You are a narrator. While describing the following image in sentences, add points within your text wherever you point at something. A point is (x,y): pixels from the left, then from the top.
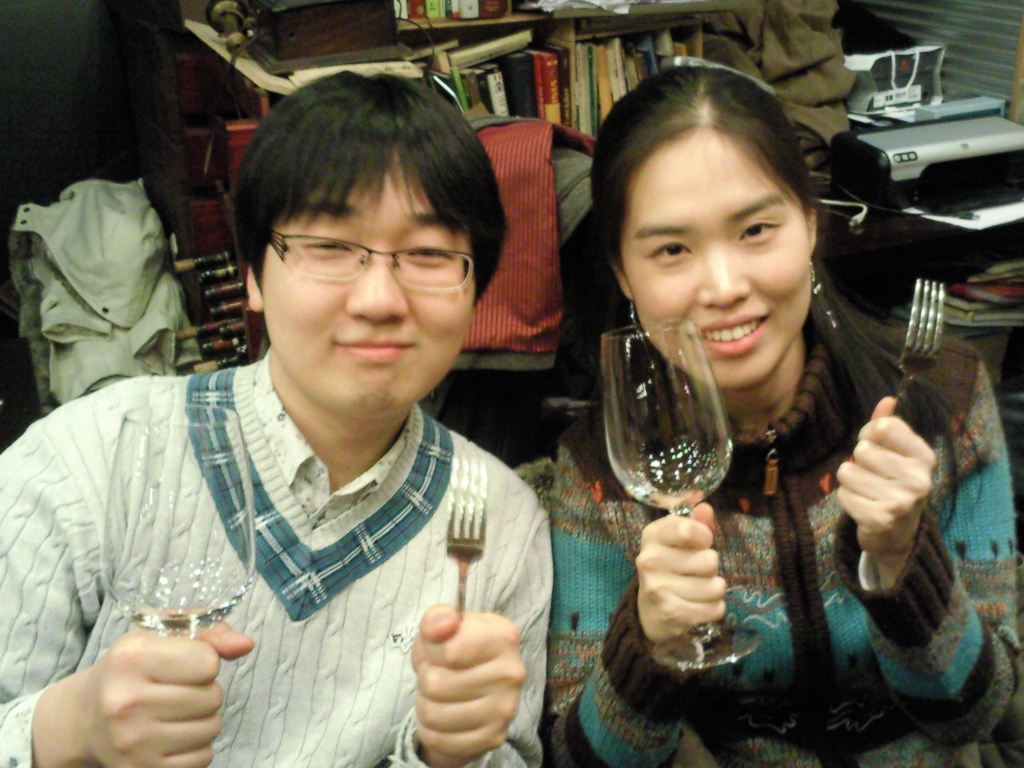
In the image we can see two person (494,583). They were smiling and holding glass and fork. In the background (487,64) we can see shelf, books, table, chair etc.
